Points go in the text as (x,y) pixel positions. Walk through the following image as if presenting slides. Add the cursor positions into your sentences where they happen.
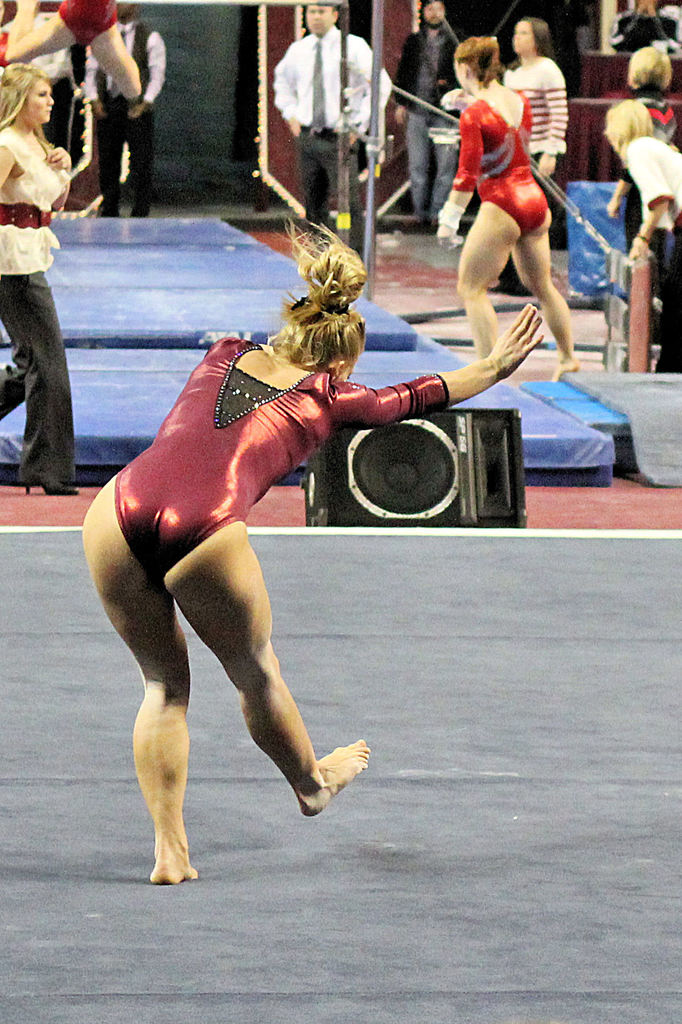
Here I can see a woman (176,472) standing on the floor (0,934) facing towards the back side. It seems like she is doing an exercise. In the background (420,107) there are many people (147,163) standing and few people (481,262) are walking. In the middle of the image (366,500) there is a speaker (407,480) placed on the ground (556,505) and also there is a pole (379,69).
